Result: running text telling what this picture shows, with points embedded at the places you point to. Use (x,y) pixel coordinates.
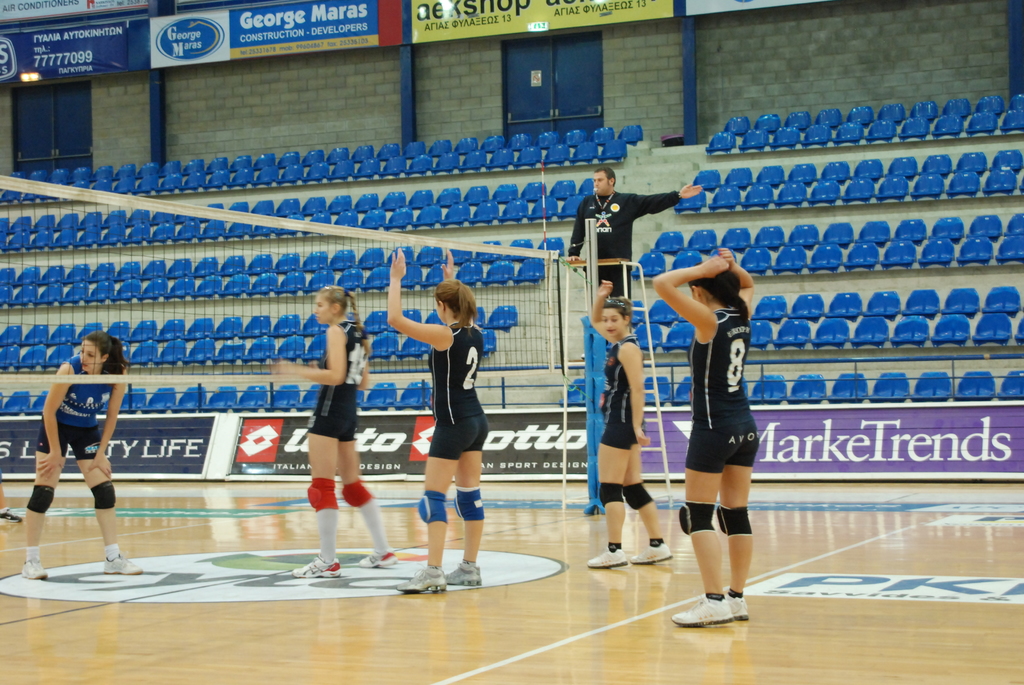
In this picture we can see five women (719,394) are standing, on the left side (215,312) we can see net (74,312), in the background (884,307) there are some chairs (211,231), a wall (360,112), doors (57,130) and hoarding (311,45), there is a light (30,74) at the left top of the picture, we can see a person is standing in the middle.
